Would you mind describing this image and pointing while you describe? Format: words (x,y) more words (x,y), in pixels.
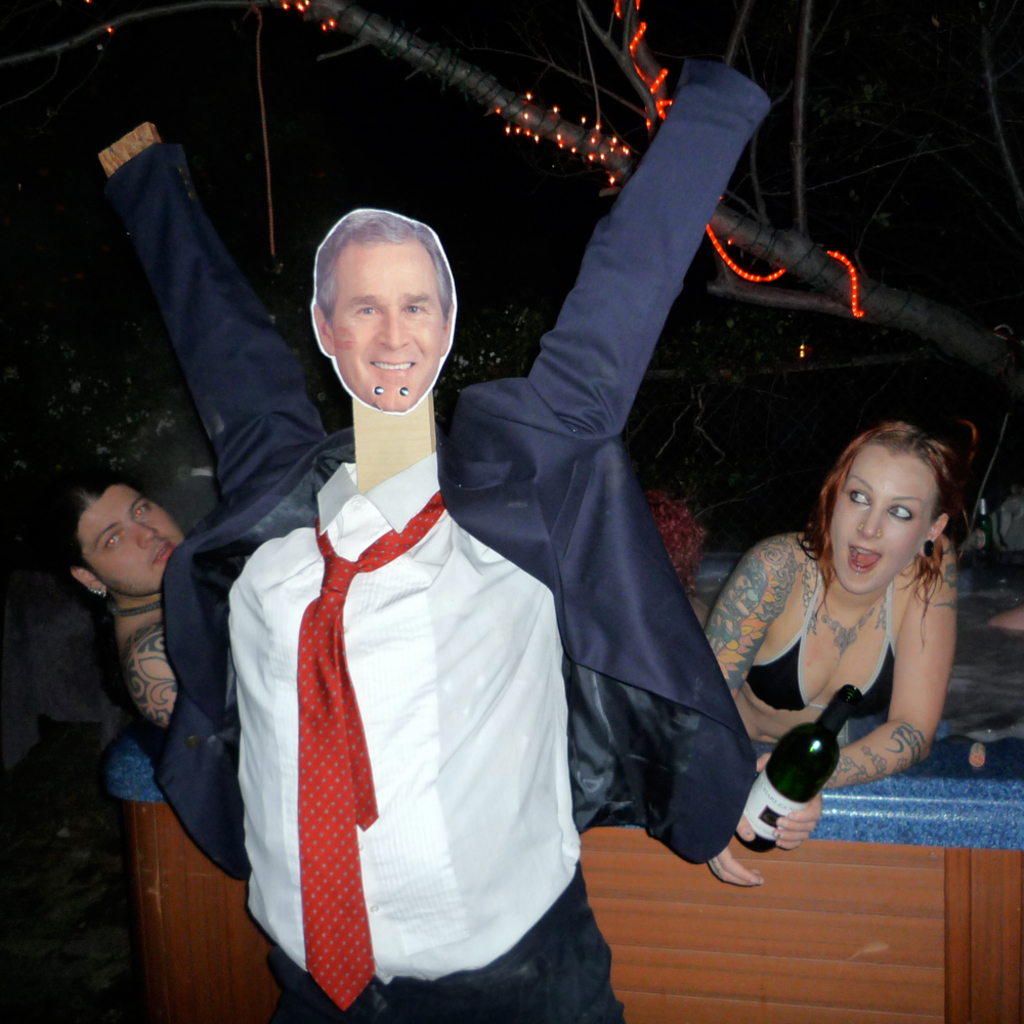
In this image I can see two people (838,665) where she is holding a bottle (841,704) in her hand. I can also see a face mask (428,323) of a man (424,247). In the background (787,237) I can see a tree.
